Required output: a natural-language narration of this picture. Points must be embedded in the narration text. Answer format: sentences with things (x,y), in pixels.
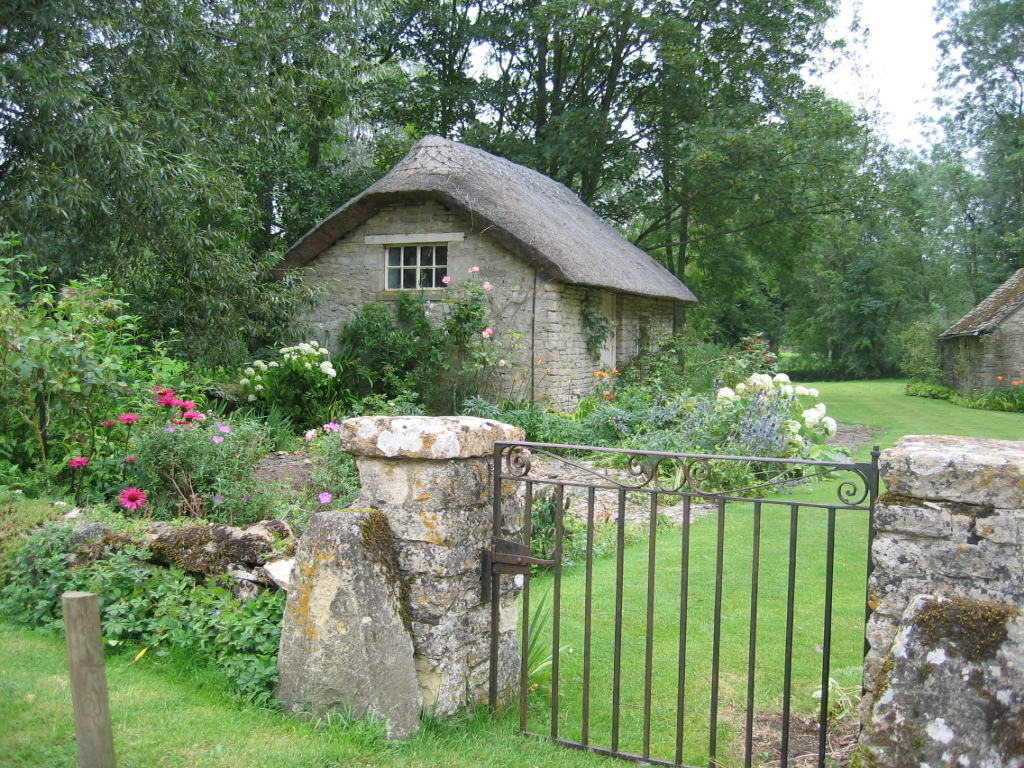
Here at the bottom (310,656) we can see gate (585,722) and wall (949,665). In the background (111,22) there are plants (80,441) with flowers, two houses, window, grass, trees (890,334) and sky (915,135).
